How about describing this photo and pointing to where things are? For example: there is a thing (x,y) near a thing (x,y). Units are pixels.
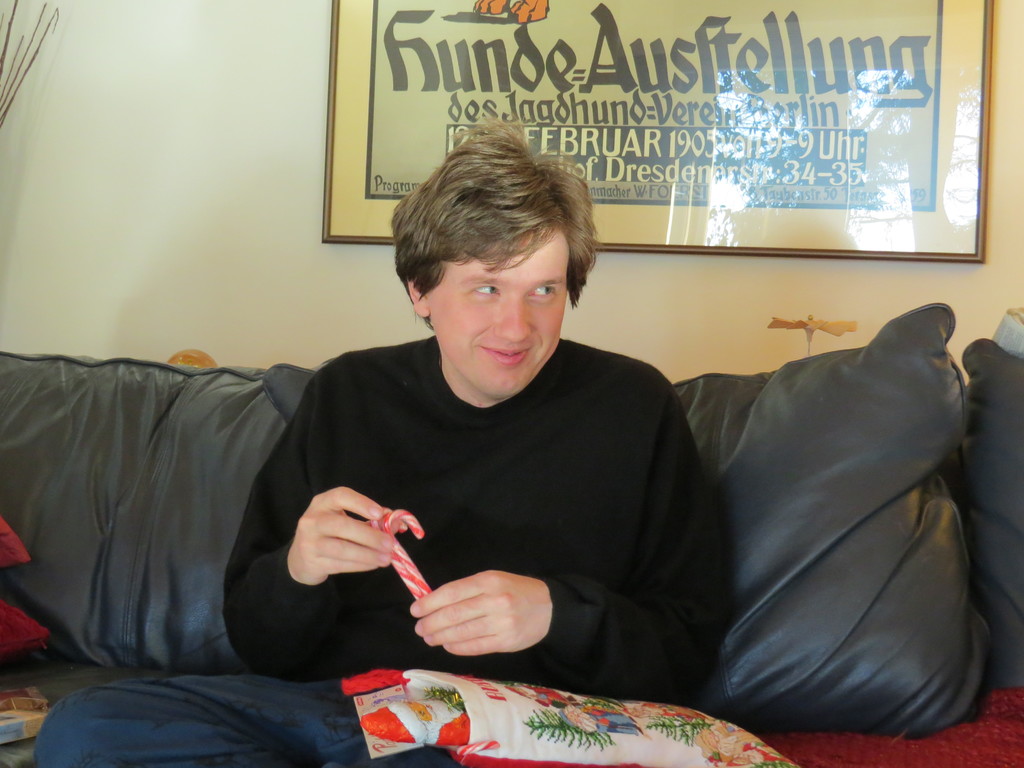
In the center of the image (627,407) there is a person (127,691) sitting wearing a black color t-shirt (579,412). In the background of the image (15,212) there is a wall (819,286) on which there is a photo frame (811,80). There are pillows (896,371).
